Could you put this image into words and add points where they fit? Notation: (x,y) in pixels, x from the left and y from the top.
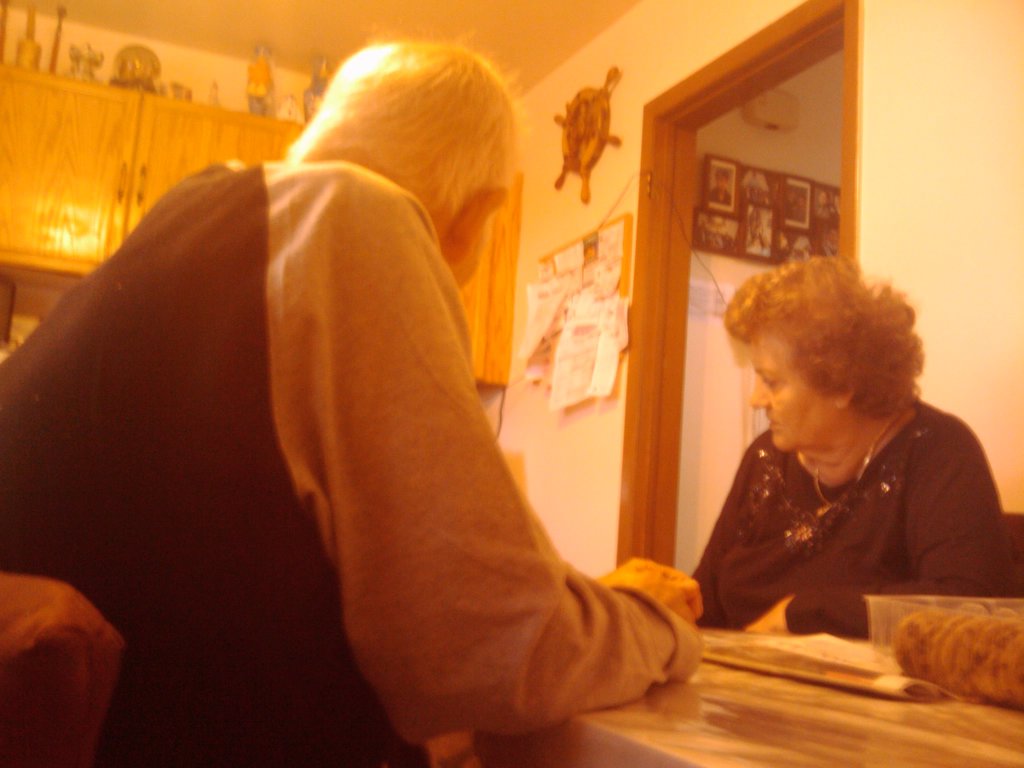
In this image we can see two persons (238,553) sitting on the table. On the left side of the image (289,471) there is an old man (388,409) sitting. On the right side of the image (842,491) there is an old woman (959,487) sitting. In the background of the image (575,142) there are few things (786,215) on the wall (554,158) like wall hangings (578,171), photo frames (714,200), boards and also cupboards (69,154).
